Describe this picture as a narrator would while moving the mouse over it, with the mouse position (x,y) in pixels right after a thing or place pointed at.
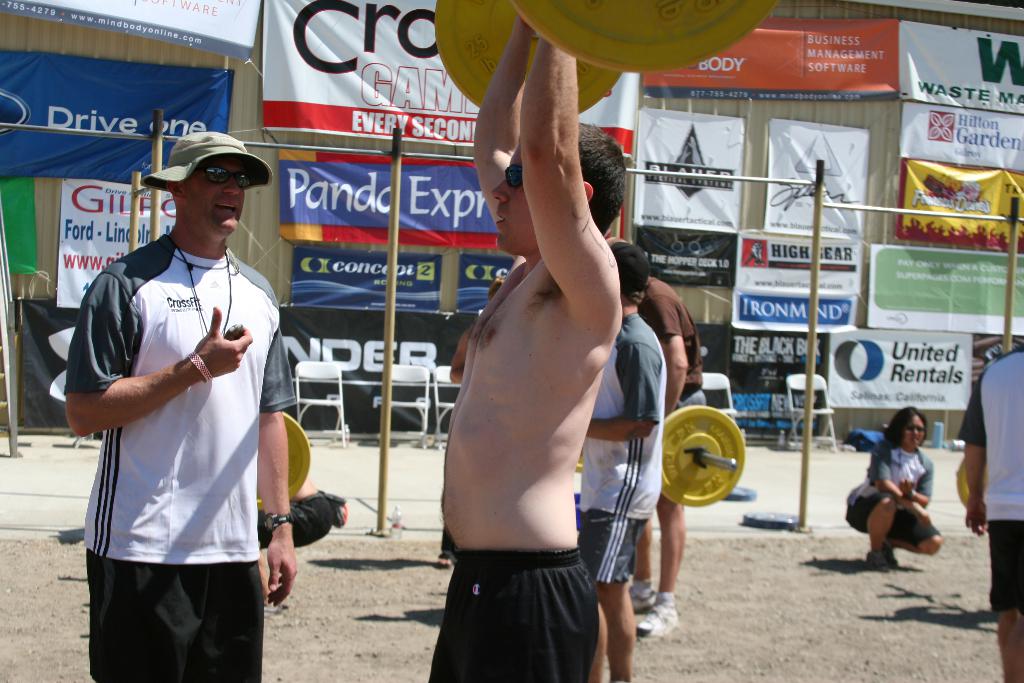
In this image we can see a few people (635,365) are holding heavy weights (599,70) along with a trainer (278,399), behind them, we can also see few poles (385,331), chairs (302,370) and a few banners (389,130) hanging on the building (325,145).
